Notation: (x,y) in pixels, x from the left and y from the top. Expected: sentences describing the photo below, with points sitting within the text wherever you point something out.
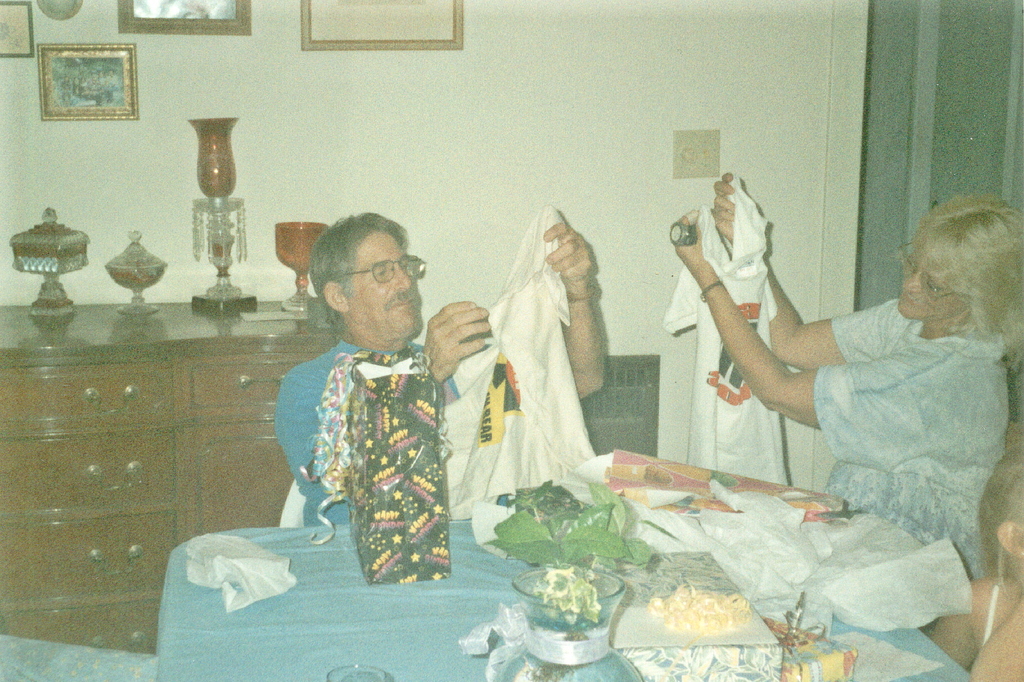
In this image we can see a man (442,331) and a woman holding the t-shirts (514,439) sitting beside a table (408,640) containing some gift boxes (435,576) tied with ribbons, a plant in a pot (537,581) and some clothes (894,589) on it. On the right side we can see a child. On the backside (117,262) we can see some artifacts (38,263) placed on a cupboard (145,490). We can also see a door (895,263) and some photo frames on a wall (444,92).
